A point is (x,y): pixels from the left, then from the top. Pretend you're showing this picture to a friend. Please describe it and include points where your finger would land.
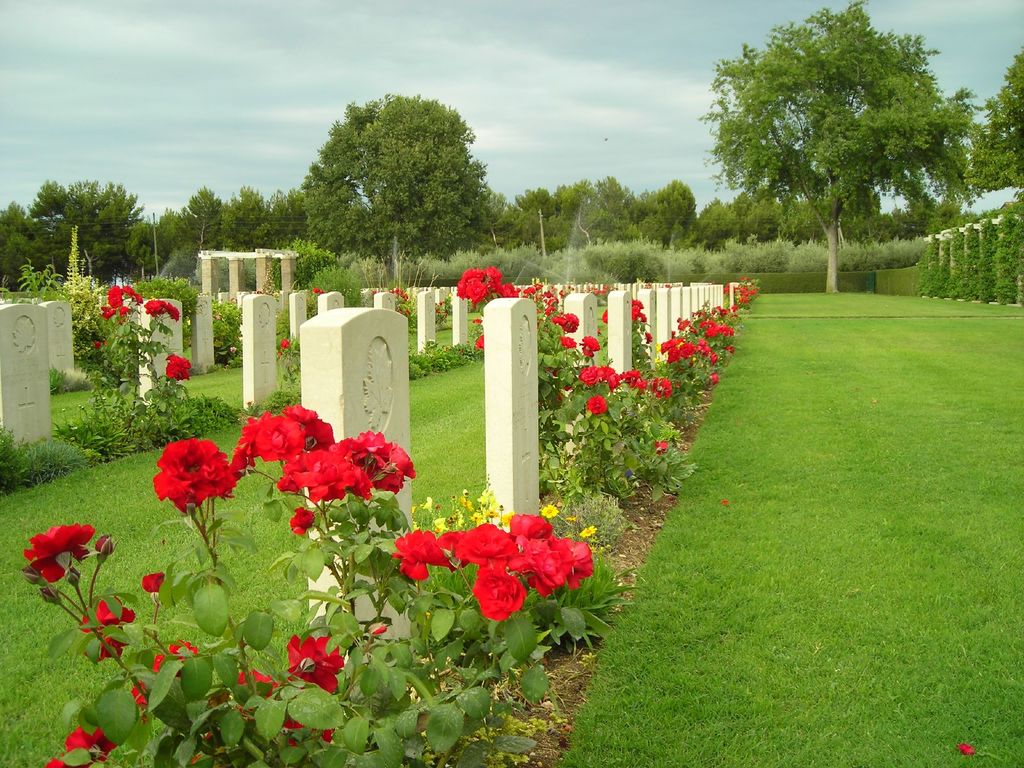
On the ground (234,394) there is grass (443,390). Also there are rose plants (340,495) and some other plants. Near to the plants (220,342) there are gravestones (423,291). In the back (441,236) there are trees (612,214) and sky (325,84).
